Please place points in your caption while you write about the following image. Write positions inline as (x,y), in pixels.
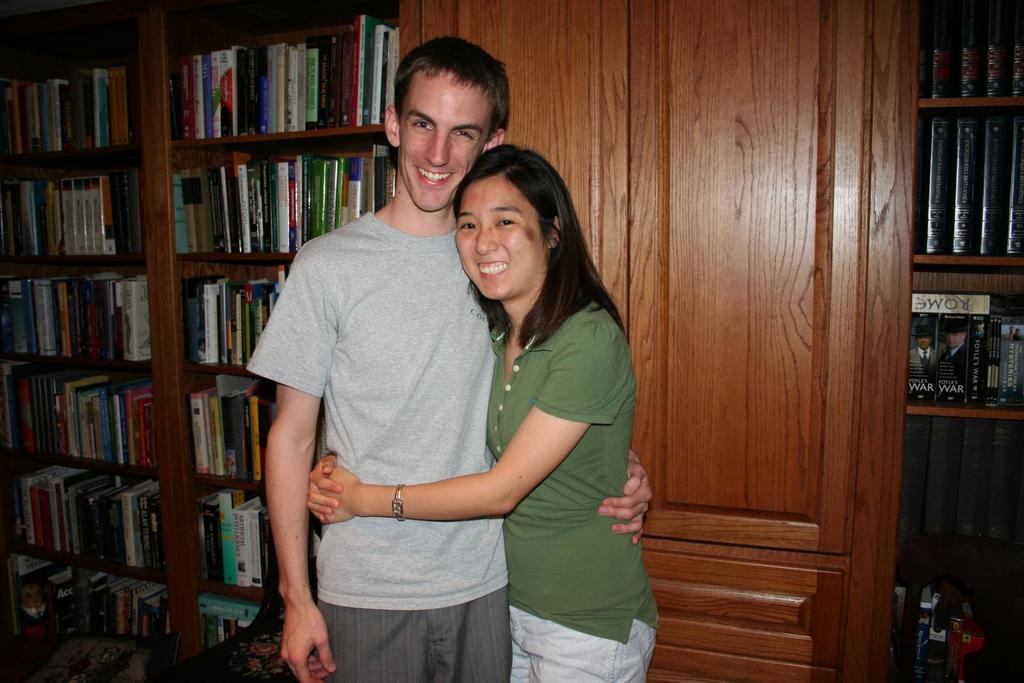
In this image we can see a man (457,430) and a woman (496,507) standing holding each other. On the backside (148,511) we can see a group of books (247,247) placed in the shelves (291,241) and a door (722,442).
